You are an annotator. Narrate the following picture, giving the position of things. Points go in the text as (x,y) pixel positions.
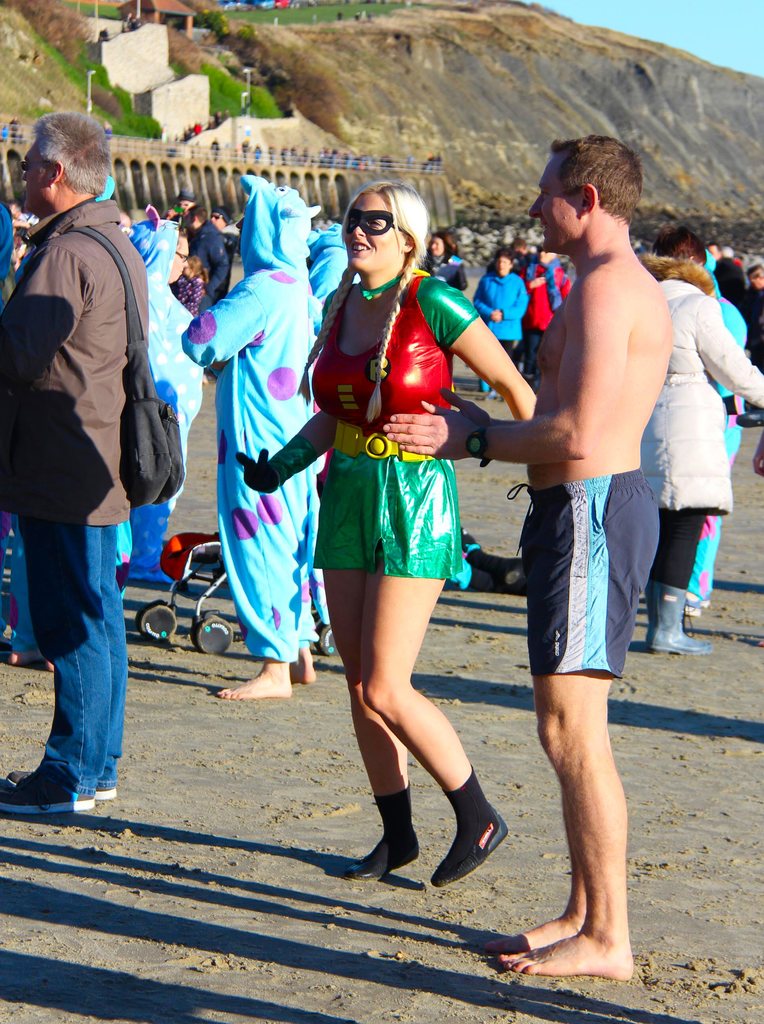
In this picture there is a woman (409,619) who is wearing green dress (399,506) and shoe (390,815), beside her there is a man (634,206) who is wearing short (611,528). On the left (130,282) there is a man (101,287) who is wearing jacket (83,450), bag (135,471), jeans (52,659) and shoe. Beside him there are four persons (263,317), wearing the same dress (260,323) and standing near to the trolley (184,570). In the background (752,292) we can see the group of persons (537,265) standing on the beach (753,440). At the top (379,8) we can see the mountains (230,72), grass (219,74) and hut (174,1). In the top right corner (702,6) there is a sky (714,7).
